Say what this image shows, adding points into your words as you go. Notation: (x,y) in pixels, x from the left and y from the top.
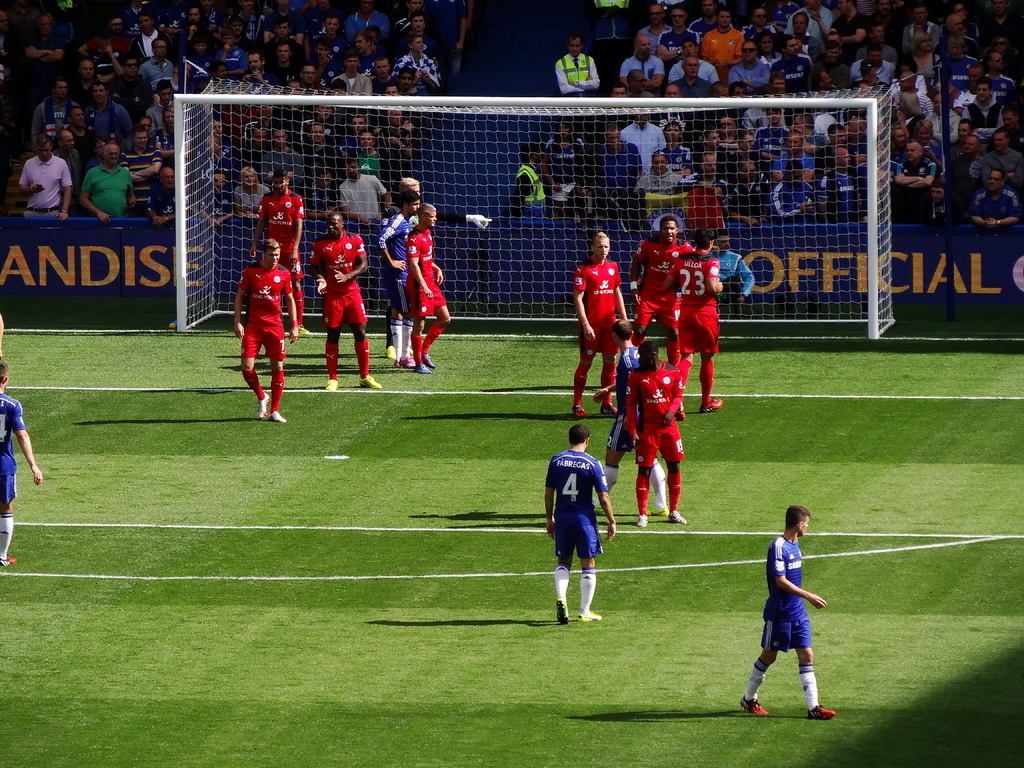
In this image we can see many people (282,358) on the ground (27,341). In the back (864,231) there is a goal post (361,197). Also there is a banner (112,247). In the background (854,51) there are many people (209,79).
